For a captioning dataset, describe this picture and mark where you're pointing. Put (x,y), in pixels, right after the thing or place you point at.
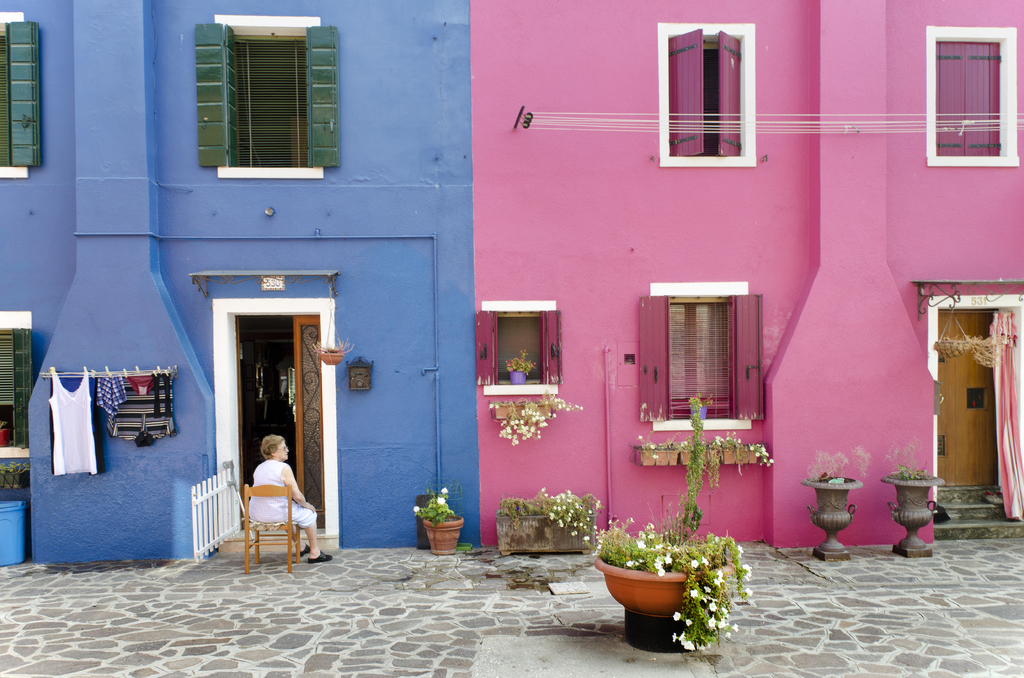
This picture is clicked outside. In the foreground (528,529) we can see the house plants (698,487), windows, window blinds (535,357), wooden doors (972,327) and we can see the clothes (119,398) hanging on the wall (137,327) and there are some objects (20,527) placed on the ground (278,569) and there is a person (276,467) wearing white color dress (257,504) and sitting on a wooden chair (287,497). On the right corner (1004,352) we can see the curtain (1002,356) and there some objects (984,356).
